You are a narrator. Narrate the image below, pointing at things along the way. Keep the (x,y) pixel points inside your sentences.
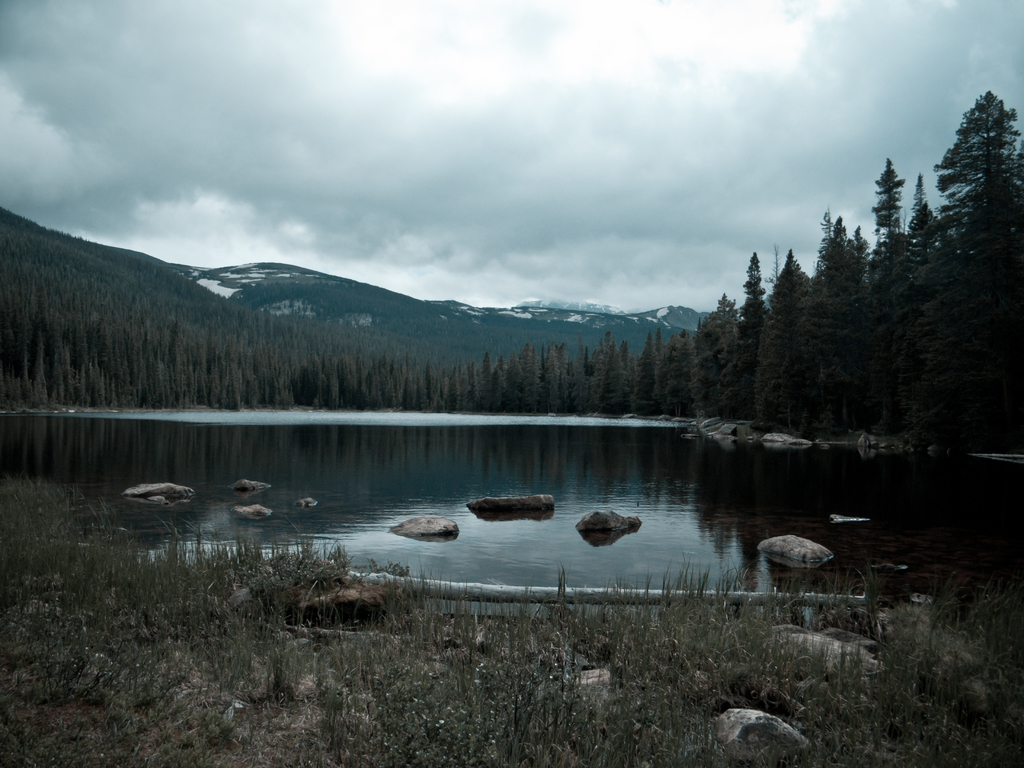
In this image I can see the water (71,462) and I can see few stones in the water (234,437), background (988,364) I can see trees (707,385) in green color, mountains (443,308) and the sky (464,221) is in white color.
